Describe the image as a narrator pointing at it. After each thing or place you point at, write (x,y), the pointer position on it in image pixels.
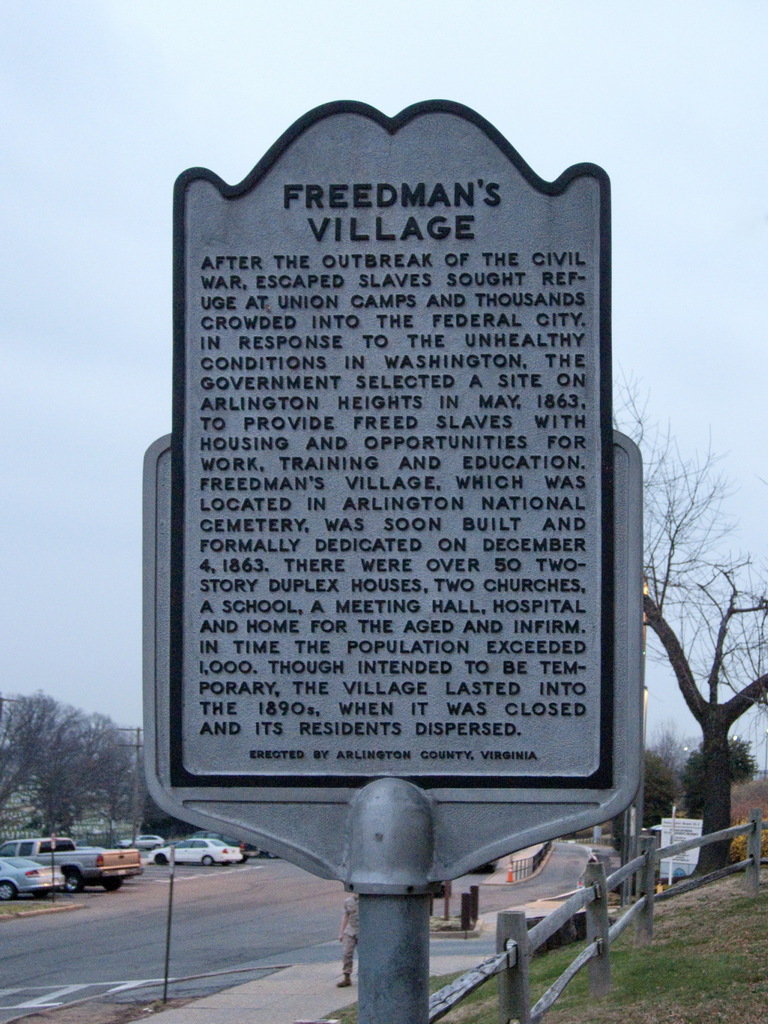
In the image we can see there are cars (78,856) parked on the road (109,893) and there is a hoarding (437,466). There are trees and a person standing on footpath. There is a cloudy sky (56,335).
